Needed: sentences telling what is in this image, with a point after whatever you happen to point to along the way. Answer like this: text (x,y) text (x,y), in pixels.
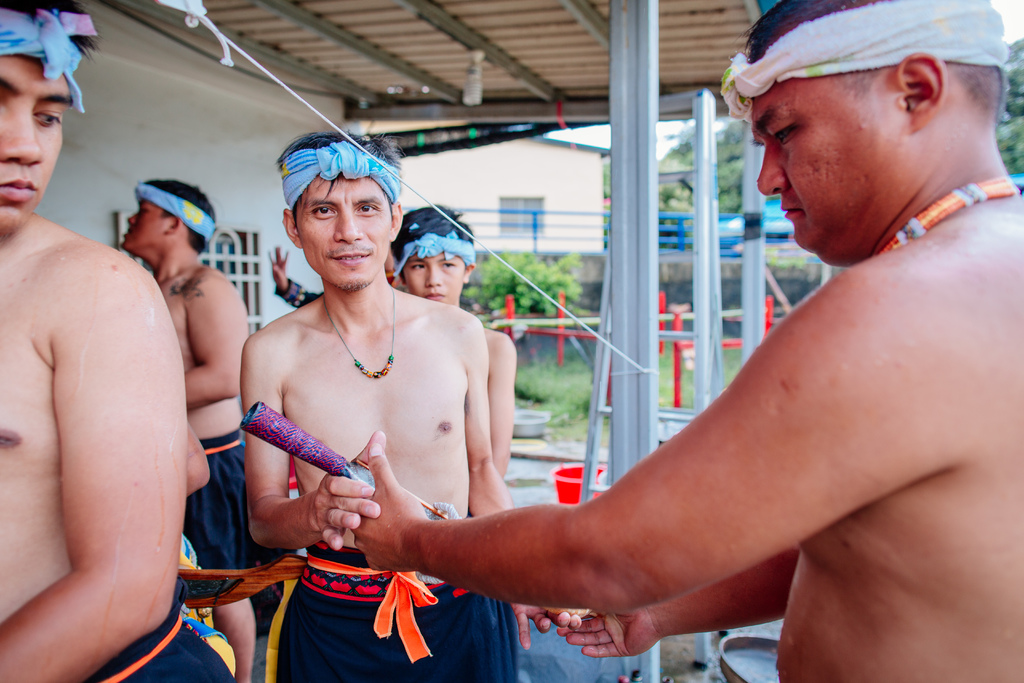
In this image we can see the people (196,367). We can also see the rods (611,379), grass (670,363), plants (560,288) and also the trees (1019,98). We can see the railing (678,228), wall (688,289), house (545,195) and also the sky (603,139). We can also see the wall (222,185) with a window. At the top (350,51) we can see the roof (460,60) for shelter. We can also see some other objects (729,660).
